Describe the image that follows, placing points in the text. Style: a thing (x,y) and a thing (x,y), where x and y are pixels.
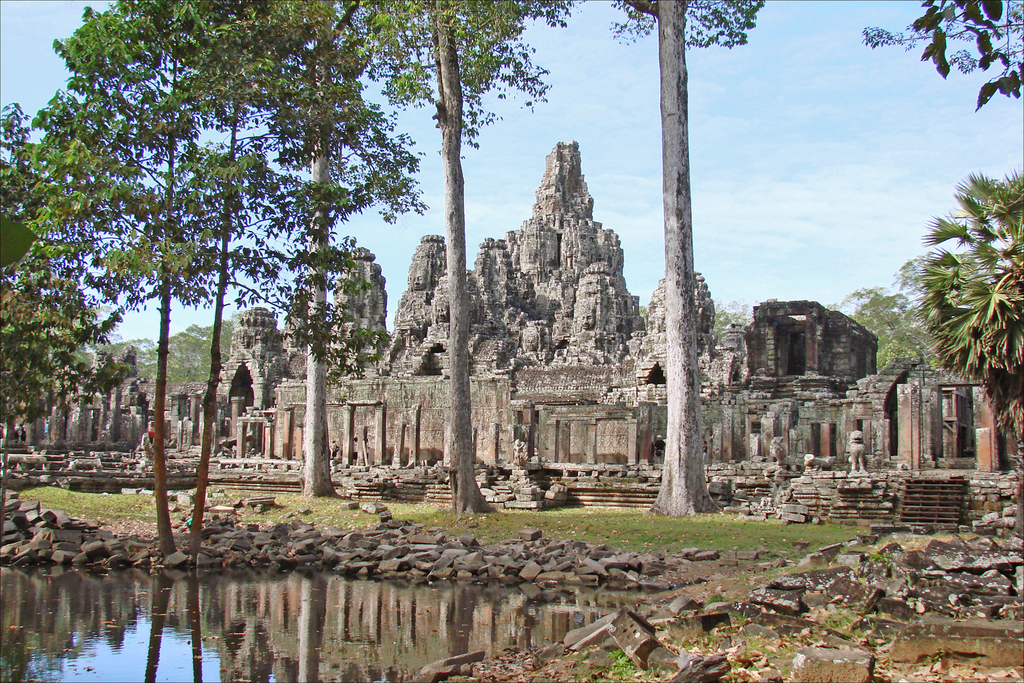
In this image there is a historical site (538,409). There are caves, sculptures (859,440) and pillars (538,430). In the foreground (564,527) there are trees (330,466), small rocks (534,558) and grass (655,517) on the ground (692,525). At the bottom (266,637) there is the water (216,577). In the background (179,345) there are trees (1017,256). At the top (533,109) there is the sky (423,179).
